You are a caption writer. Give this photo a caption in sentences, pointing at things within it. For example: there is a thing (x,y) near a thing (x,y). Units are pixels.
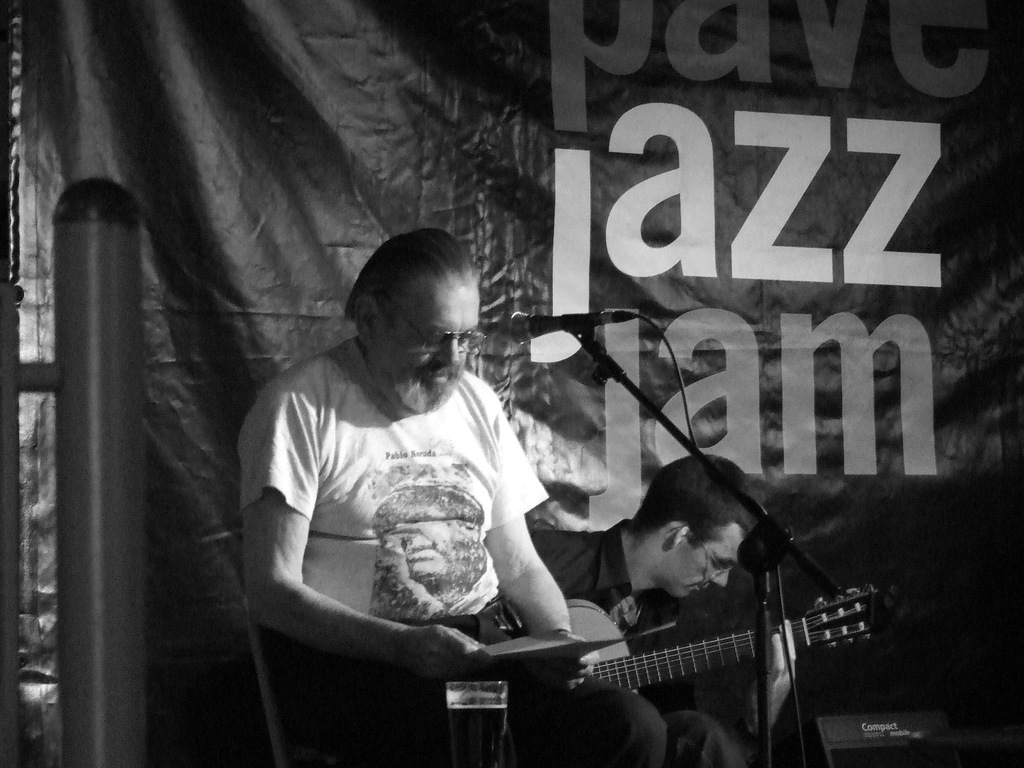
In this picture there is a man (529,506) sitting on a chair (256,654) is having a paper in his hands (431,641), is looking at the paper (500,647), there is a microphone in front of him also guitar (622,654) and in the background (290,197) is a banner (629,221).
